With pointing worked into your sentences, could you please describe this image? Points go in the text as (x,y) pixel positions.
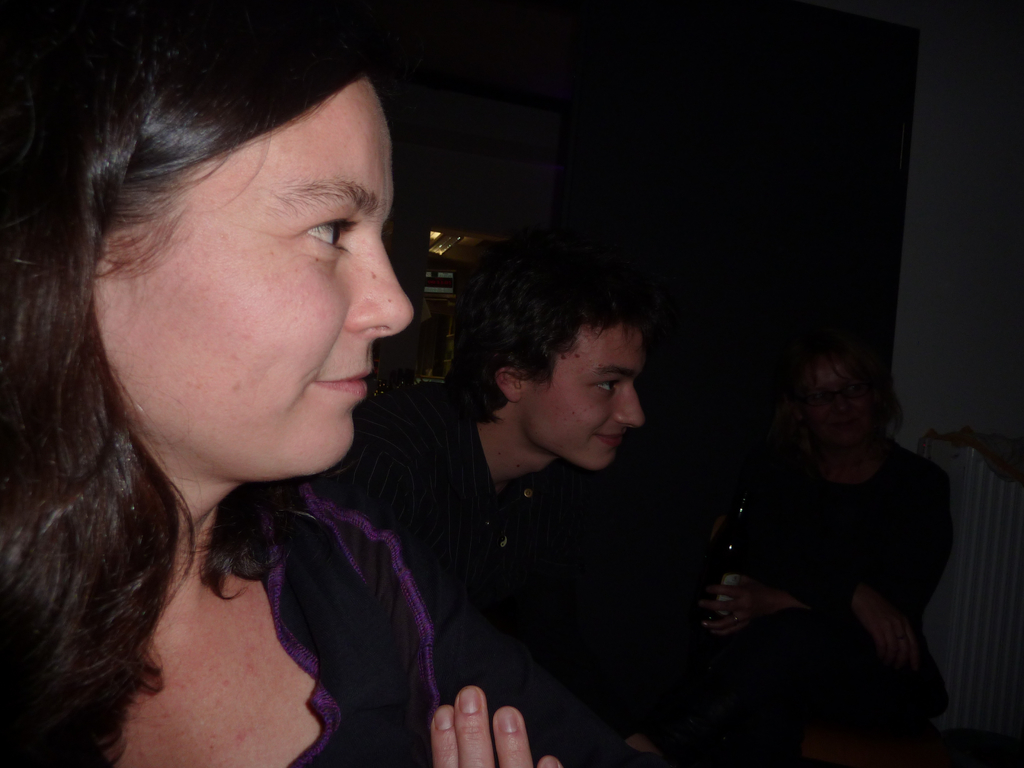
On the left side of this image (124,563) there are two persons (422,433) looking at the right side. In the background (836,427), I can see a person (827,517) in the dark.
